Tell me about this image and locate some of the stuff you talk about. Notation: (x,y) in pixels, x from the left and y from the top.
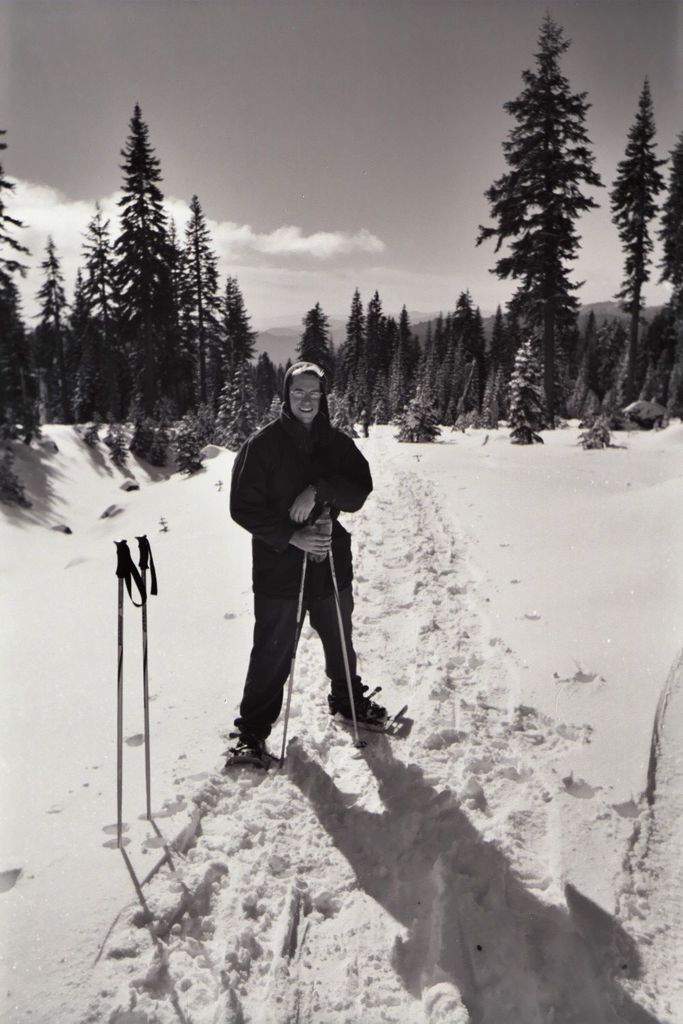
In the middle of this image (340,477), there is a person (314,408) holding two sticks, smiling and standing on a snow surface (248,907). On the left side (147,771), there are two sticks (147,714) inserted into the snow surface (154,831). In the background (47,356), there are trees (69,328), plants (643,392), mountains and there are clouds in the sky (226,189).
